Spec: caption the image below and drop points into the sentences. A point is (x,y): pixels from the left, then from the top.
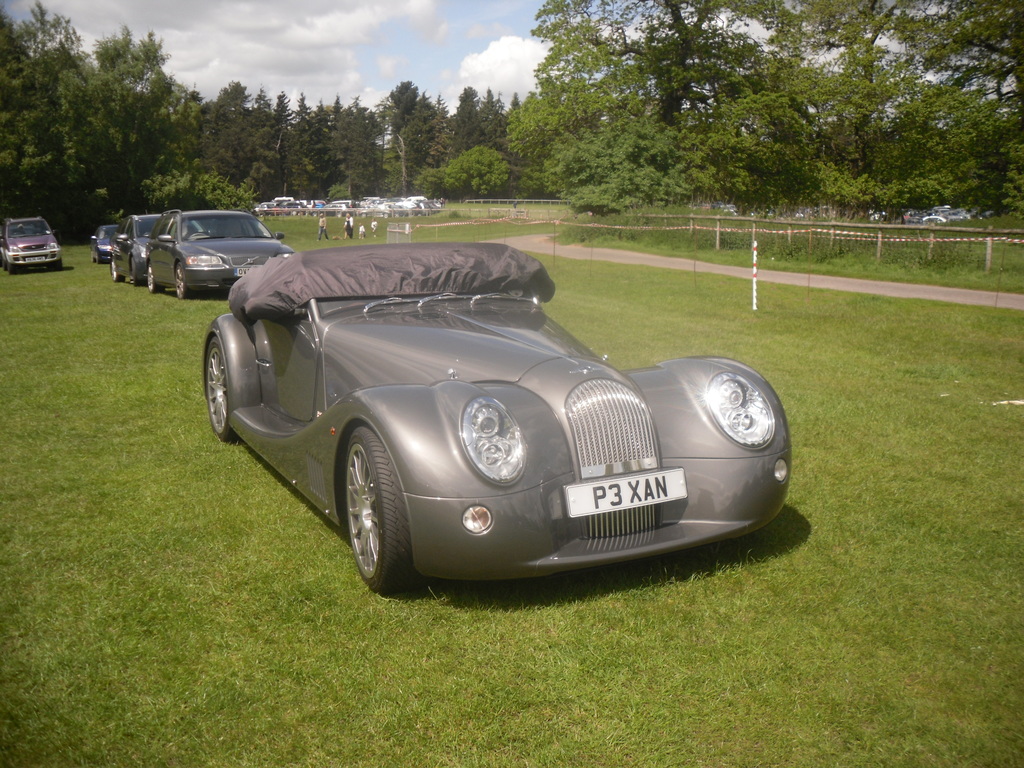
In this image I can see cars (376,470) visible on the ground (96,466) and I can see a fence (352,211) and trees (385,173) in the middle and at the top (298,35) I can see the sky (460,46).
